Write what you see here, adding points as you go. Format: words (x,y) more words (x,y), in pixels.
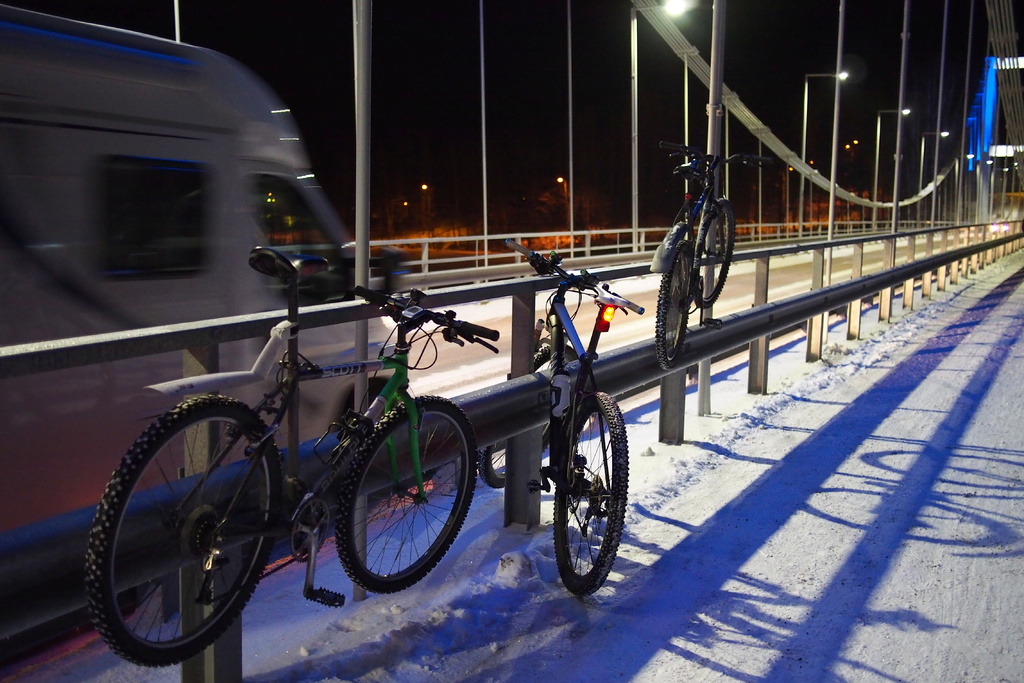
In this image we can see a vehicle (243,287). We can see road (483,314), barriers (344,316) and poles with lights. There are a few bicycles (417,428) on the barriers (489,414). At the bottom (904,563) we can see the snow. At the top (467,38) the image is dark.
